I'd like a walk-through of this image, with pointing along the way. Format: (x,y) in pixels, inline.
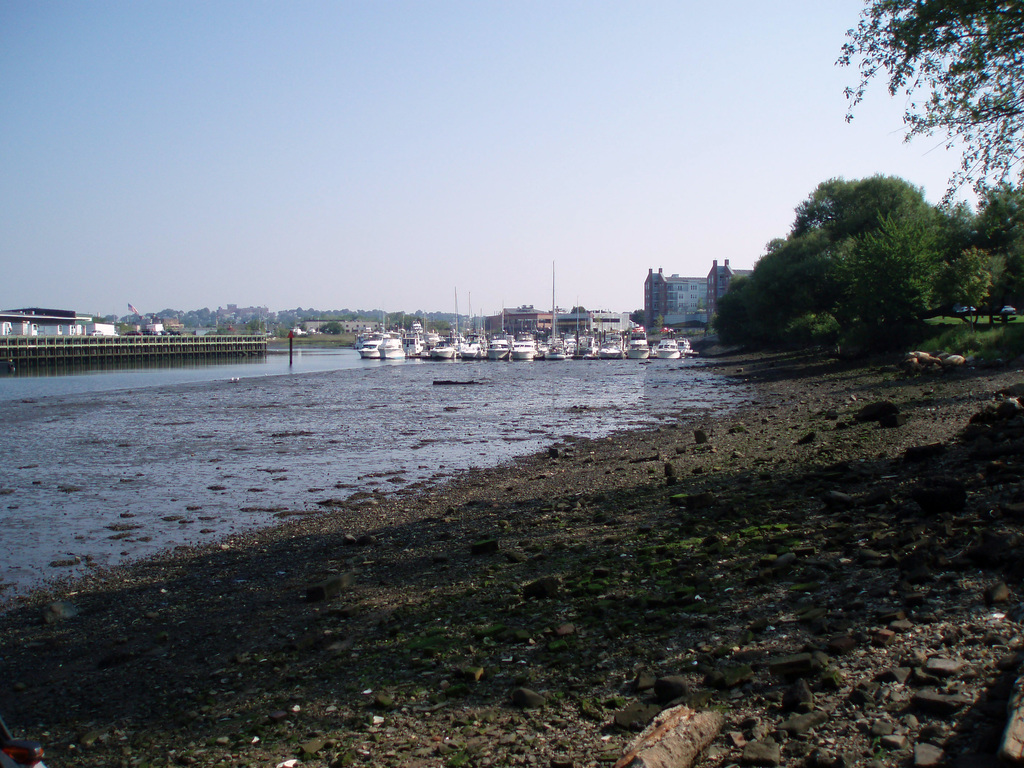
In this image we can see water (17,468), ships (444,343), ground (511,526), trees (888,307), buildings (171,327), poles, and objects (224,344). In the background (477,298) there is sky (827,111).
